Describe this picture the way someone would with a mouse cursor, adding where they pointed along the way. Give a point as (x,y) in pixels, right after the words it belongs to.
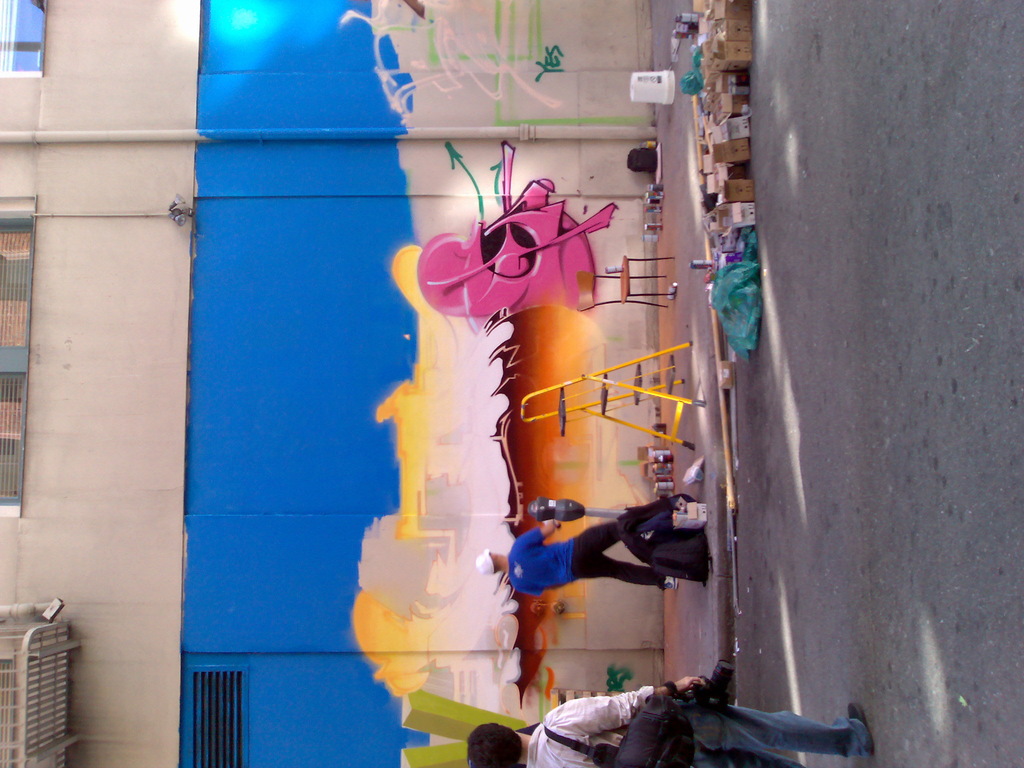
At the bottom of the image (606,725) we can see one person (699,731) is standing and he is holding a camera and he is wearing a bag (676,764). In the center of the image (668,417) we can see boxes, cans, bags (644,545), one chair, one ladder (658,372), one pole type object (591,511), one person (577,545) is standing and holding some object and a few other objects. In the background (190,258) there is a wall (134,335) and a few other objects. And we can see some painting (350,382) on the wall (453,524).
